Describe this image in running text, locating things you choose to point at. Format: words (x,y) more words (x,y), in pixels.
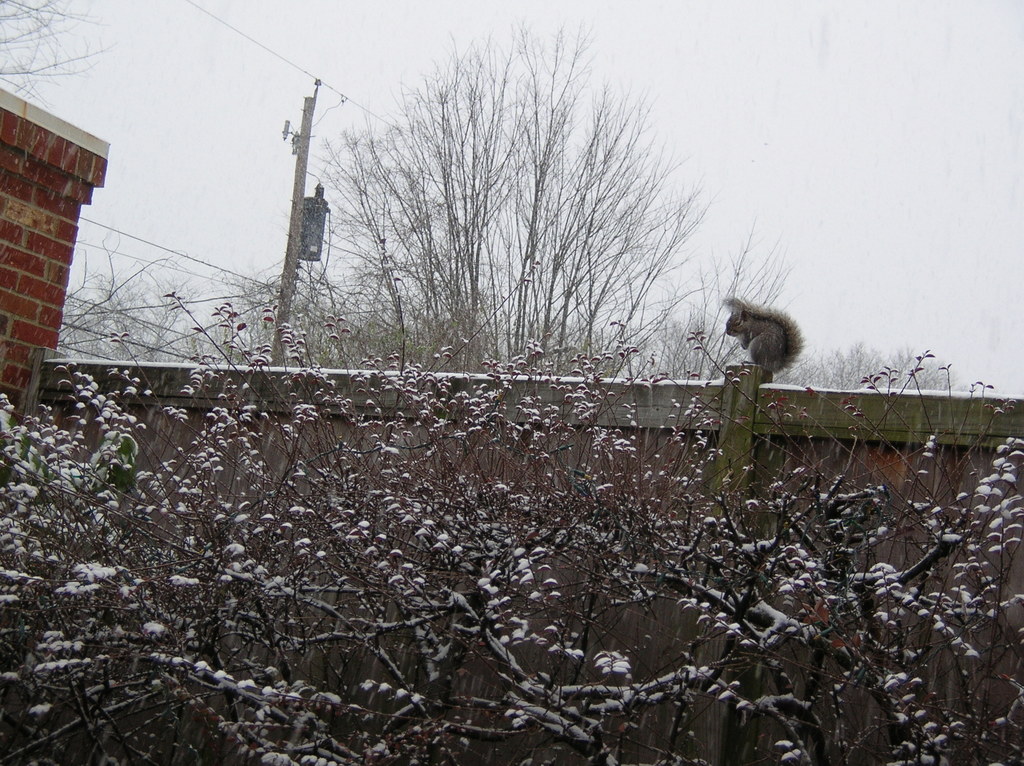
In this image, we can see squirrel (757,349) on the wall (731,403). Here we can see plants (504,684) with snow (421,638). Background (273,299) there are so many trees (316,308), pole (276,314), wires (240,294), brick wall (3,327), some object (312,238) and sky (505,146).
